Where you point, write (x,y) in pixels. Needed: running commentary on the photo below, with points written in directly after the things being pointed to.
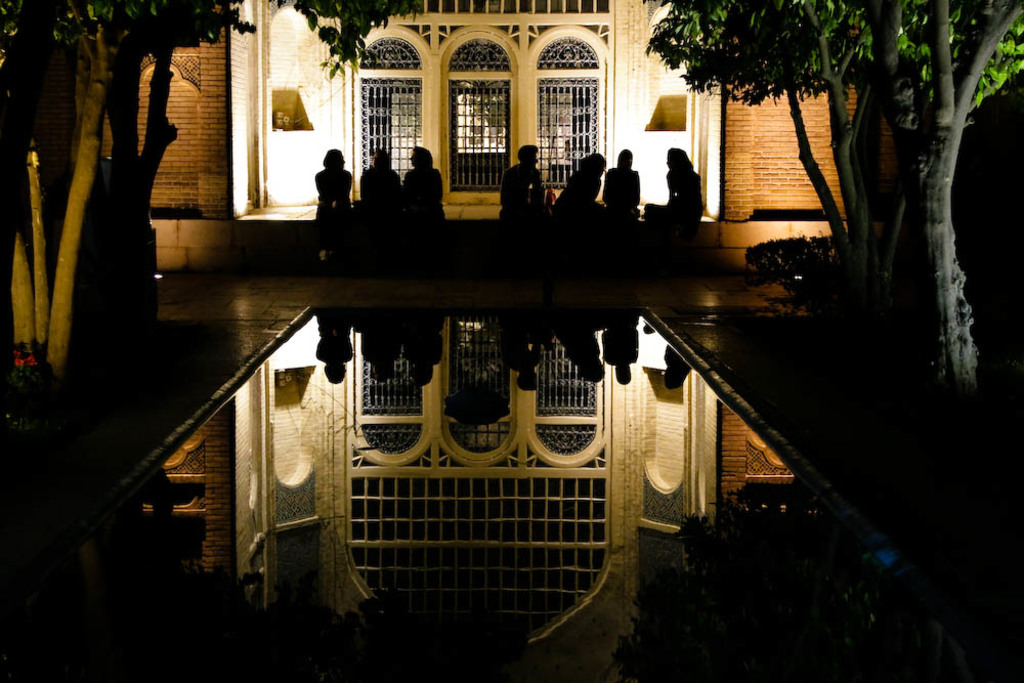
In the foreground of the picture (537,395) there is a water pool (434,444). On the left (92,207) there are trees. On the right (930,221) there are trees (847,258) and plants (799,253). In the center of the picture (376,239) there are group of people (682,198) sitting. In the background (387,109) there is a building (591,120), we can see brick walls (736,137), windows (486,112) and door (484,108).
